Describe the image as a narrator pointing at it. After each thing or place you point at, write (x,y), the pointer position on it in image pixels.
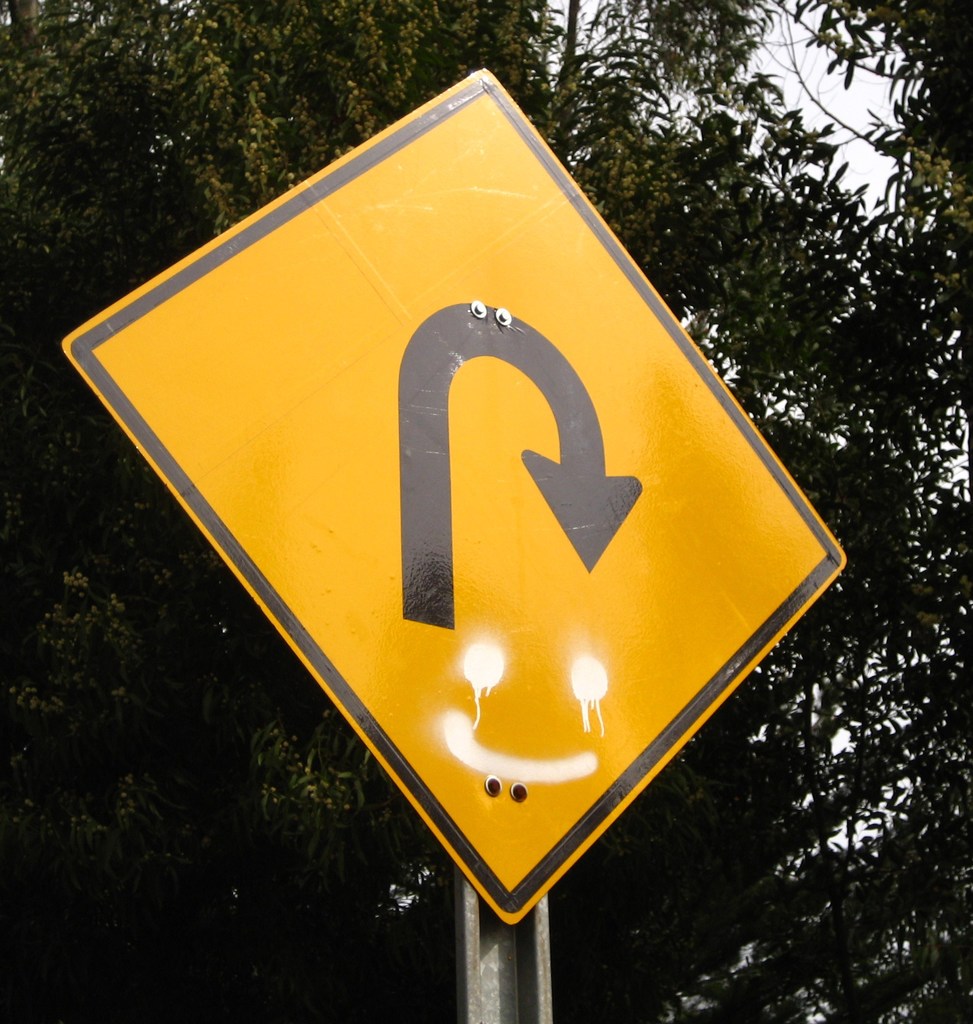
In this picture we can see a pole (472,976) with a yellow sign board (464,568). Behind the board (471,416) there are trees (787,160) and a sky (807,105).
